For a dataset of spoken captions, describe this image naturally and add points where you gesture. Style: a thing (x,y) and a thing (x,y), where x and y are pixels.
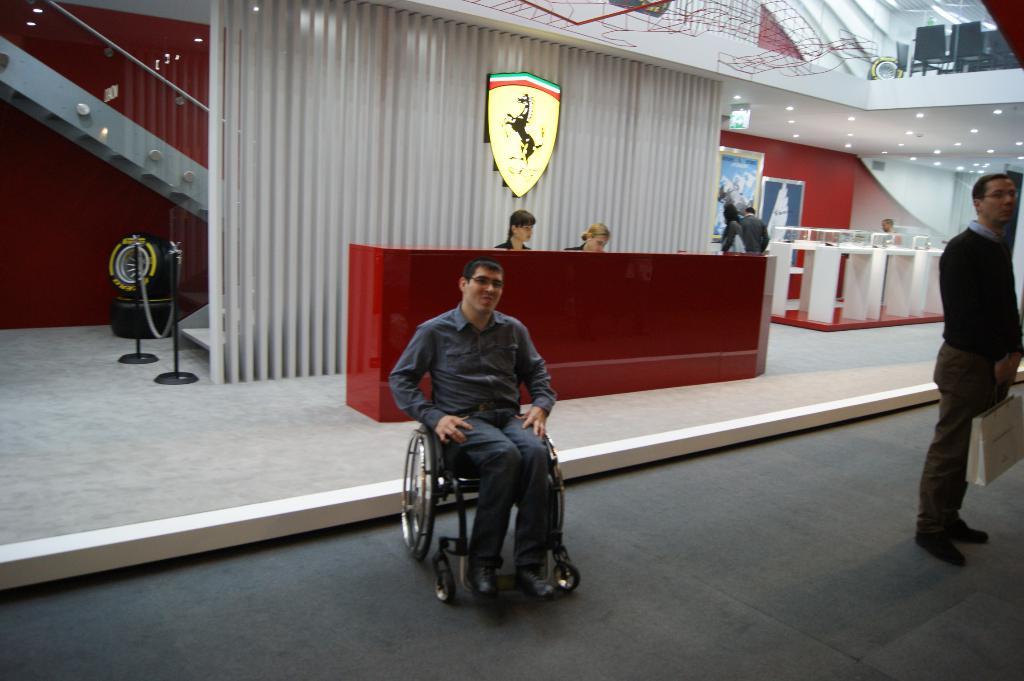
Here I can see a man (492,442) sitting on a wheelchair (466,511). On the right side (979,332) there is a man (971,394) holding a bag (1003,459) in the hands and standing. In the background (292,186) there is a building (41,194). Few people (523,241) are sitting in the reception (535,249) and few people (753,234) are standing. On the right side (828,243) there are few tables (803,290) on which few objects (791,229) are placed and there are two frames (757,182) attached to the wall (826,183). In the top right-hand corner (920,55) there are few chairs (945,50) placed on the floor (938,71). There are many lights (797,137) attached to the ceiling (929,120). On the left side (174,278) there is a metal stand (177,341) placed on the floor (161,429).
